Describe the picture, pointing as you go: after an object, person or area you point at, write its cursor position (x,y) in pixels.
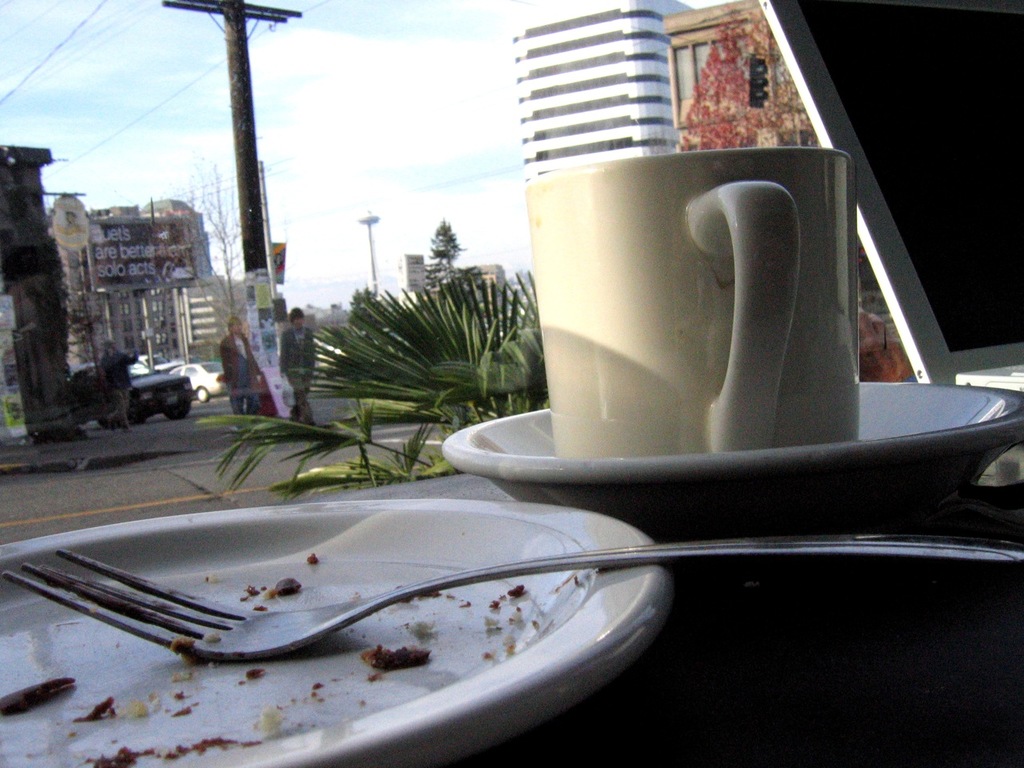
In this image in front (607,605) there is a plate (442,615), fork (158,618), cup (693,423), saucer (920,414) and laptop (919,318) on the table (820,655). In the center of the image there are cars (216,385) on the road (204,415). There are people (233,376) walking on the road (319,406). There are plants (407,362). In the background of the image (163,297) there are buildings (202,270), trees (441,242), street lights (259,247) and sky (402,144).
